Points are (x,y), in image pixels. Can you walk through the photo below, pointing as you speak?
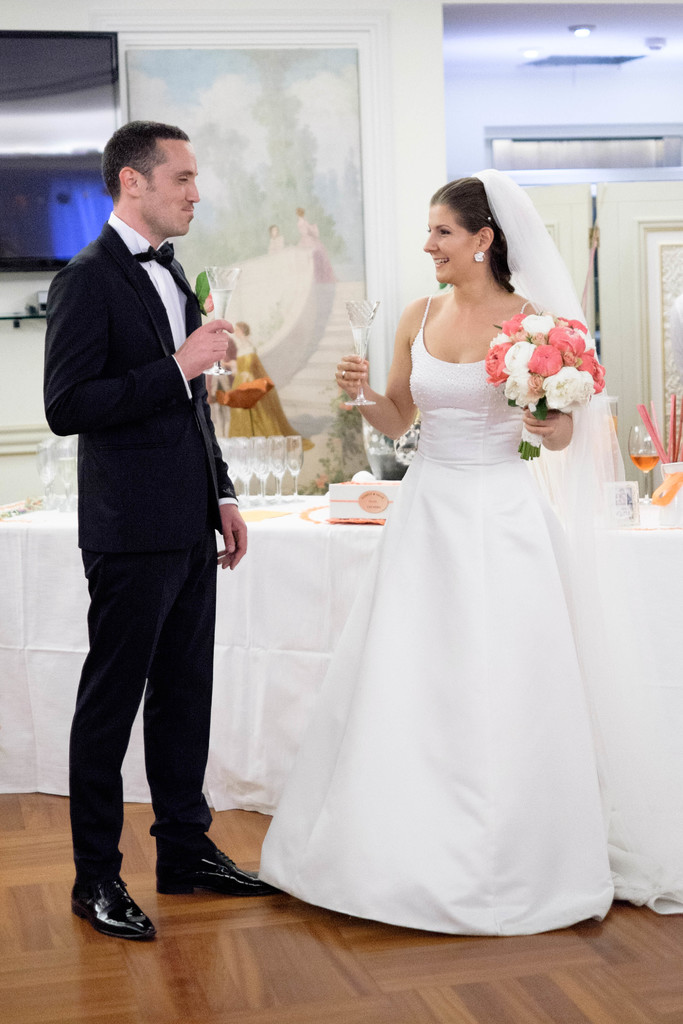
In this picture we can see a man (208,585) and woman (485,440), they are holding glasses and she is holding a bouquet (546,347), behind them we can see glasses (54,458) and other things (679,458) on the table (356,529), in the background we can see lights (529,58).
